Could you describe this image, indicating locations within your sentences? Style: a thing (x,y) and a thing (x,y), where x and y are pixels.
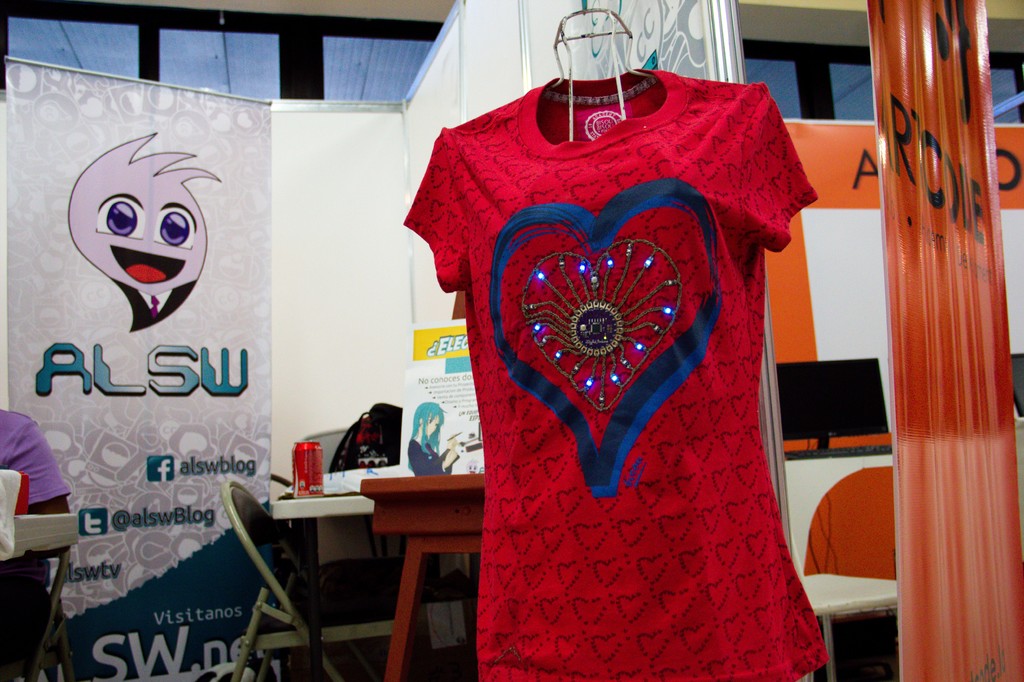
On the background (165,298) we can see posters (131,352), chair (315,611) and a table (297,513) and on the table (362,512) we can see monitor (863,404), posters (435,447), tin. Here we can see one red colour t shirt (523,278) hanging.
